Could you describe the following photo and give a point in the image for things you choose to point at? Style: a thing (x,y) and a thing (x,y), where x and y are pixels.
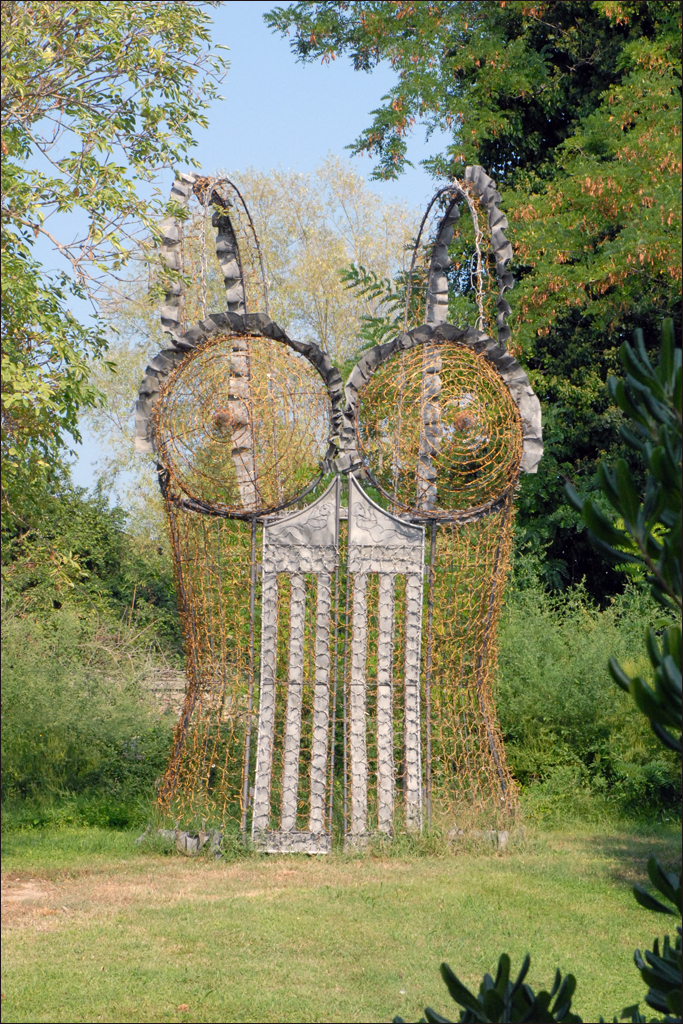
In this image in the center (272,462) there is an arch (335,468), and on the right side (633,412) and left side of the image (73,243) there are trees (475,264) and plants (164,669). At the bottom (150,874) there is grass (369,923) and plants (22,714), and at the top (288,128) there is sky (310,73).
